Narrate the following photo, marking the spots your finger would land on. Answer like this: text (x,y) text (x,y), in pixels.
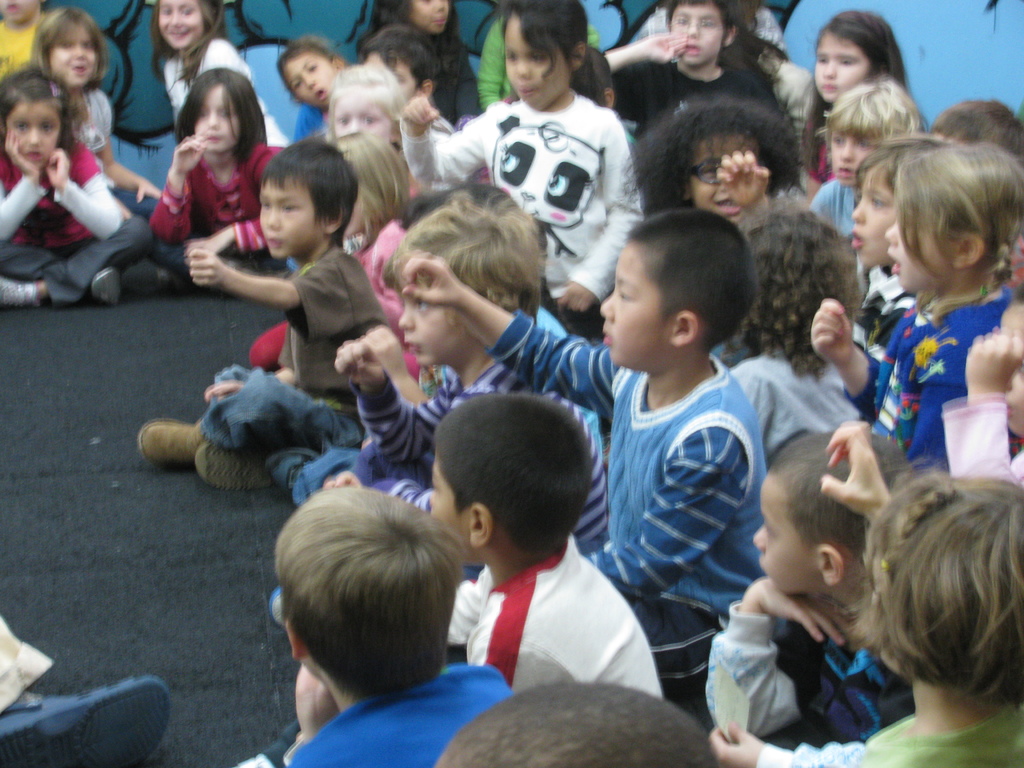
In this image there are persons (203,250) sitting on the ground (54,330). In the background (284,5) there is painting (350,48) on the wall (838,0).
